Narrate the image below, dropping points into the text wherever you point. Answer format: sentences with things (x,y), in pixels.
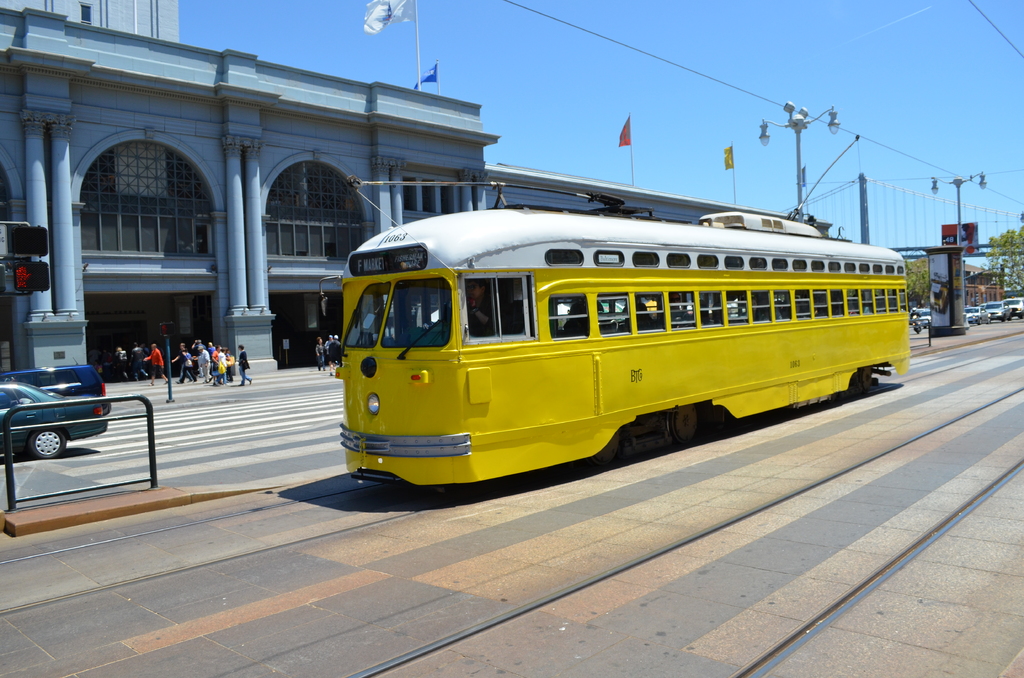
In this image there is a train (379,453) on the railway track (824,481), buildings (22,122), group of people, vehicles (40,387) on the road (990,324), flags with the poles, lights (35,276), trees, and in the background (750,140) there is sky (604,44).
